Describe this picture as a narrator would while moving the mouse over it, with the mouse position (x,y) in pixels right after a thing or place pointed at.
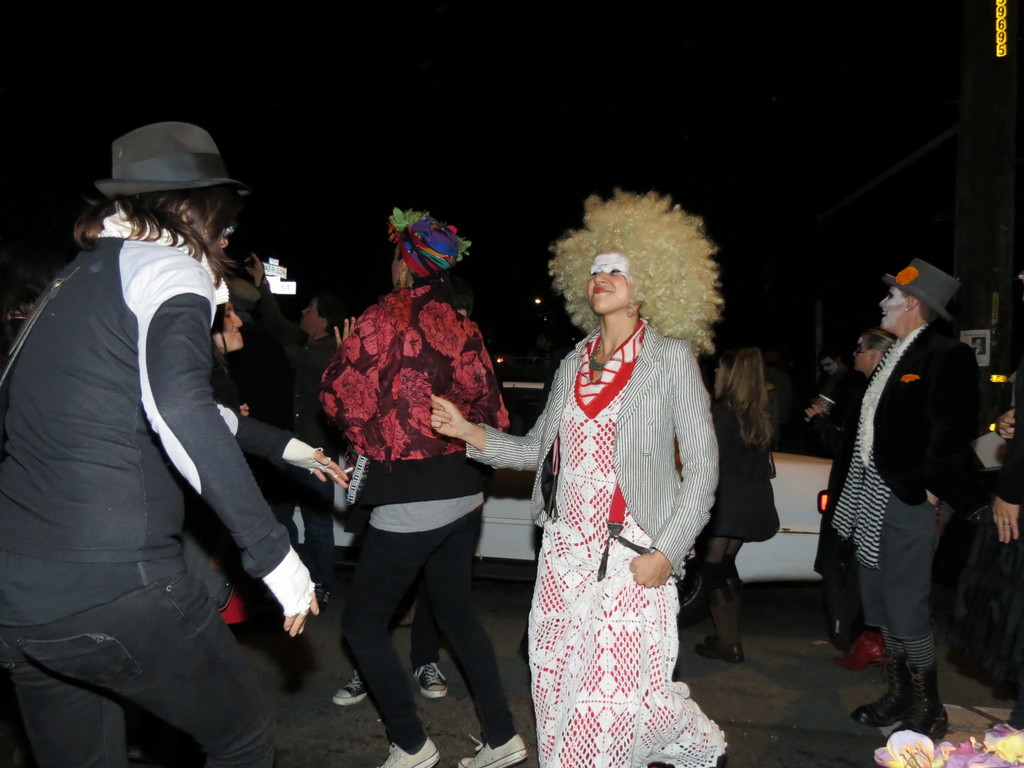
In this picture I can see the people (435,375) on the surface (734,691). I can see a few people (607,400) in the costume (892,355). I can see the vehicle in the background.
